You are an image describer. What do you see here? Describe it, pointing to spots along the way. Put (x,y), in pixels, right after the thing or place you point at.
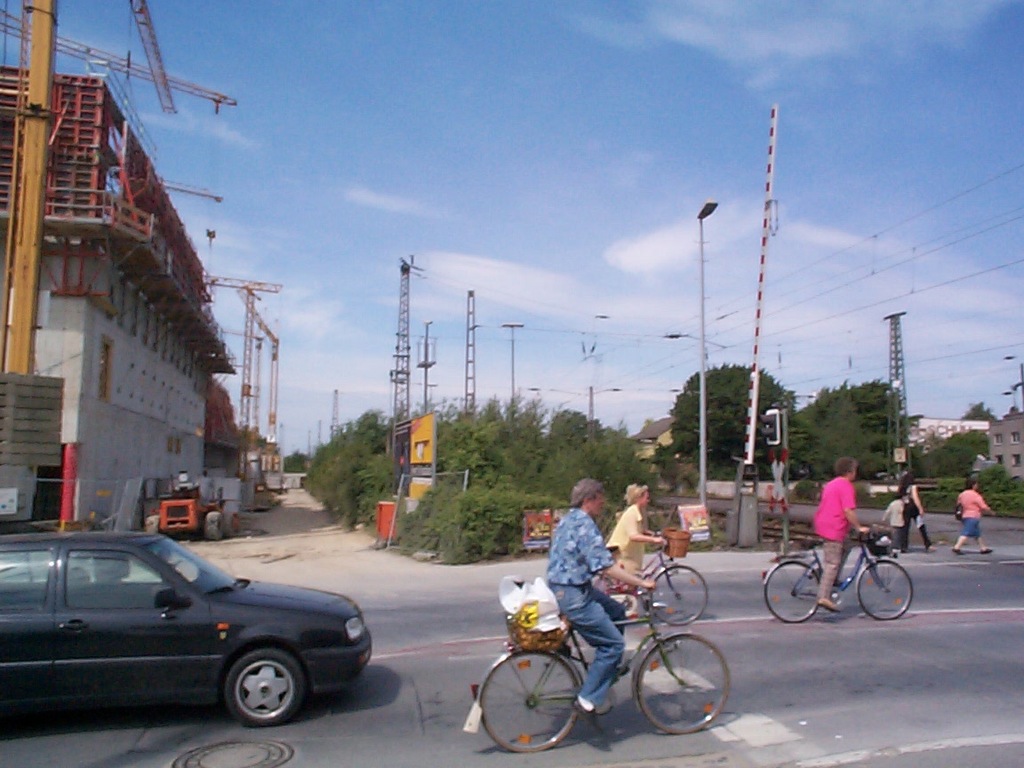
In this image we can see vehicles (193,494), few people (554,575) riding bicycles (812,560) and walking near the railway gate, there we can see railway tracks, electric poles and wires (684,392), a street light (701,299), few buildings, cranes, towers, a small box (379,508), few trees (504,471), some banners (412,447) and some clouds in the sky (404,236).
